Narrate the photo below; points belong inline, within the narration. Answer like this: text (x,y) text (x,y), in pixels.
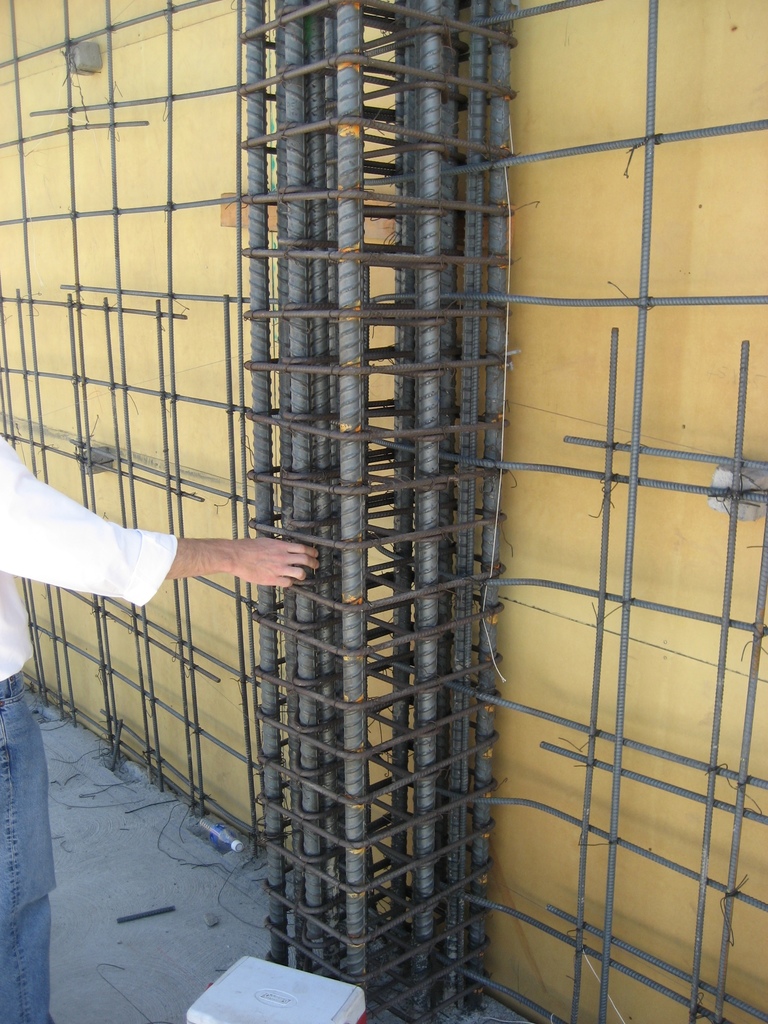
In this image beside the yellow wall (551,218) there are iron rods (418,237). On the left (29,639) a person (29,560) wearing white shirt (22,518) is standing. He is holding a rod (317,577). This is a bottle (218,834). This is a box (234,971).
